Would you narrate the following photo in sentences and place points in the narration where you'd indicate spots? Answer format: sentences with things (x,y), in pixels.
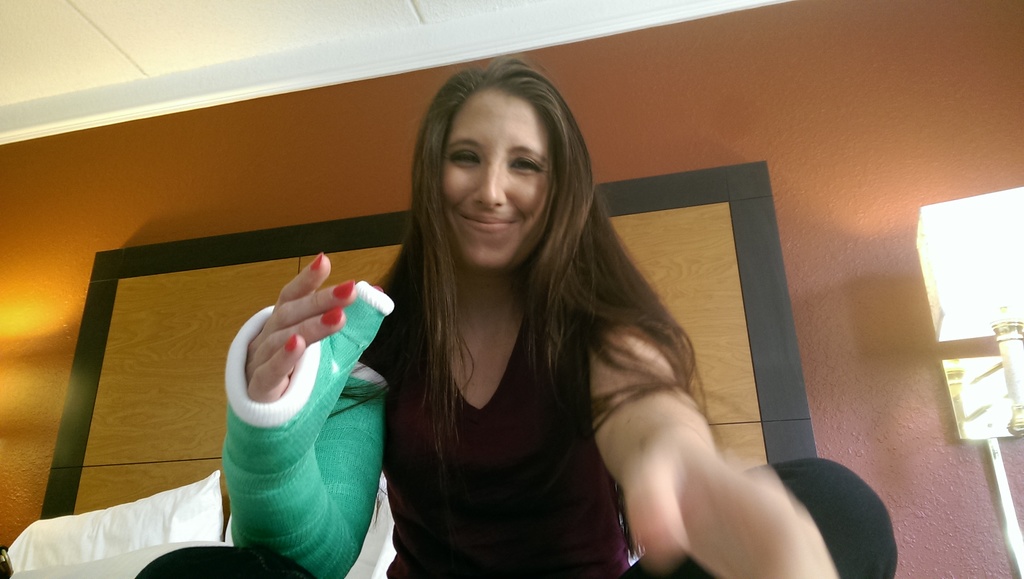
In this image we can see a person (483,431), there is a pillow (76,522), wall (892,374) in the background (904,371) and a lamp (969,269) near the wall (960,344).
